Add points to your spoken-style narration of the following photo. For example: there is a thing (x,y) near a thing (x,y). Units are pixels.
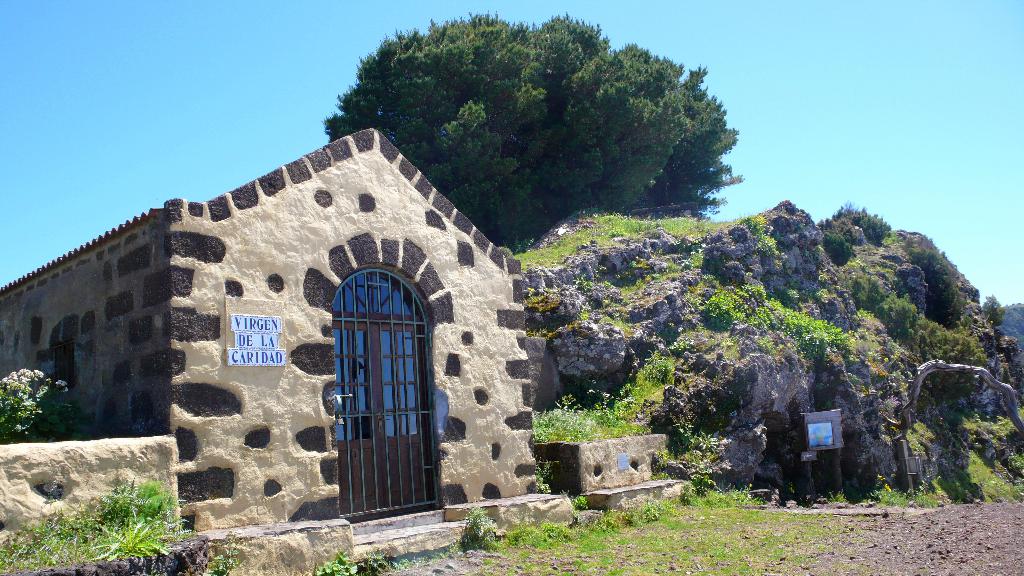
On the left side of this image (210,411) I can see a house (193,280). On the right side (778,352) there is a rock (750,439) and I can see some plants (634,380) on that. At the bottom (641,546) I can see the grass (731,565). At the back of this house (430,264) I can see a tree (603,87). At the top (863,48) I can see the sky (826,51).
